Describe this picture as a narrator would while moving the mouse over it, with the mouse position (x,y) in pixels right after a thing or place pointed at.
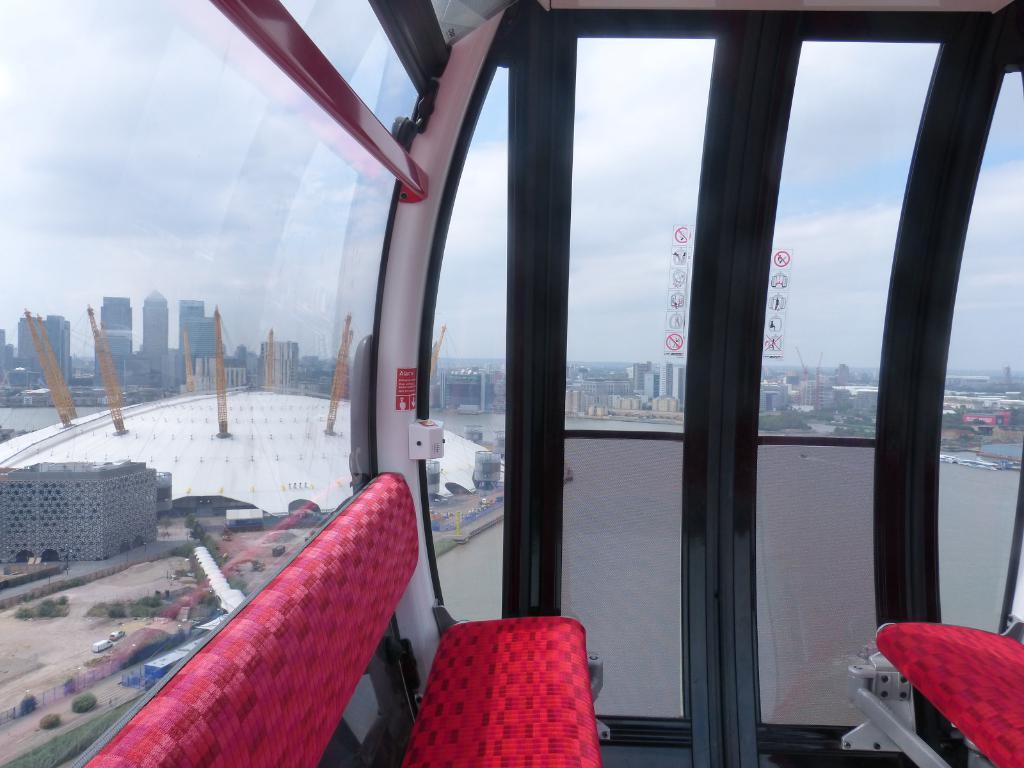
This image is clicked inside a cabin (632,620). There are benches (899,644) in the cabin (426,611). There are glass doors (565,249) and glass windows (342,395) in the cabin (747,244). There are stickers (674,337) sticked on the wall (759,298). Below the cabin (525,419) there is the ground (51,648). There are buildings (112,334) and skyscrapers (202,334) on the ground (35,640). There are trees (130,605) and roads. There are vehicles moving on the roads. Beside the road (40,708) there is a railing (39,695). In the background (34,409) there is water (439,413). At the top (165,192) there is the sky (474,160).
